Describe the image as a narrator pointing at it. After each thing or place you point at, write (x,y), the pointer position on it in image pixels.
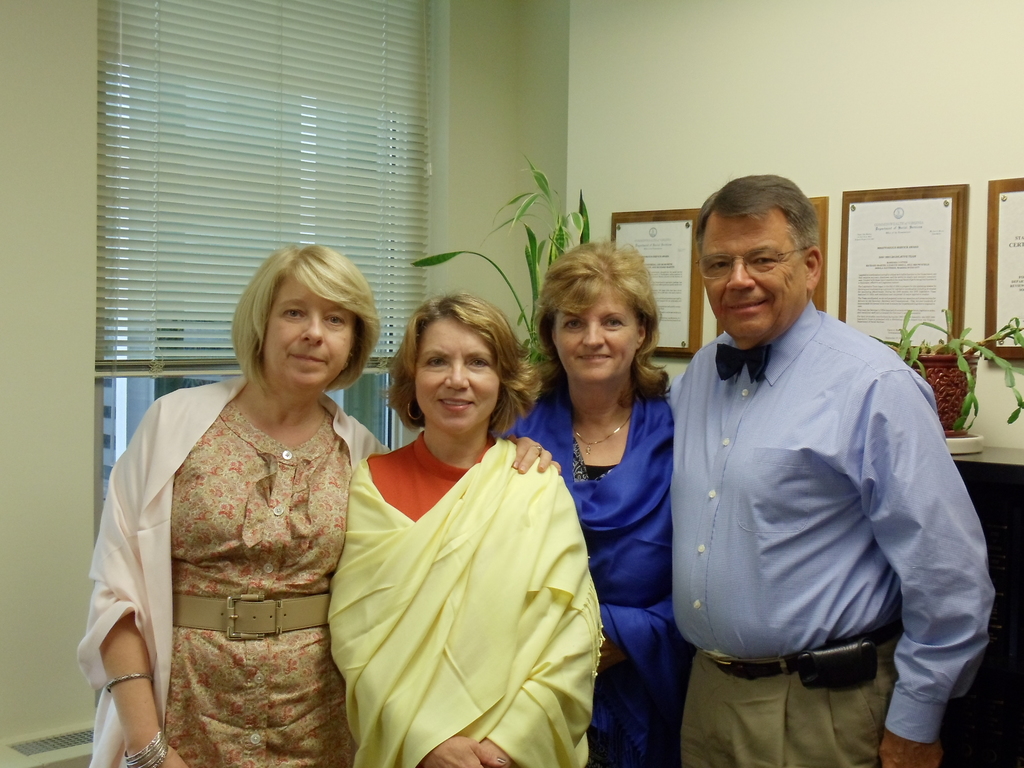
There are three women (590,443) and the man (785,574) standing. These are the frames (862,226), which are attached to the wall (665,197). I can see two house plants (538,255) placed on the table (1007,482). This is the window (121,407). I think this is the window shutter curtains (150,217).
